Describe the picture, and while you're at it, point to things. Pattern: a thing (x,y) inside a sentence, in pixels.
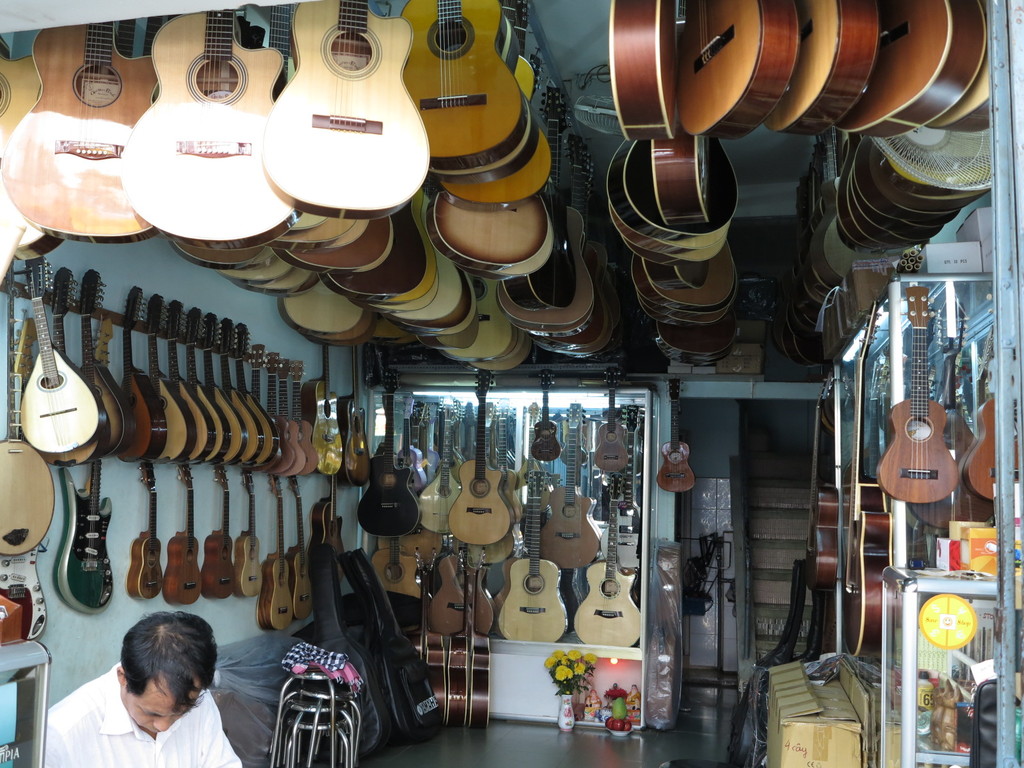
This is guitar shop (410,455) where many guitars (236,454) can be seen on the either sides and at top (497,198) as well and there is a person (163,683) in the left bottom corner (116,686).
